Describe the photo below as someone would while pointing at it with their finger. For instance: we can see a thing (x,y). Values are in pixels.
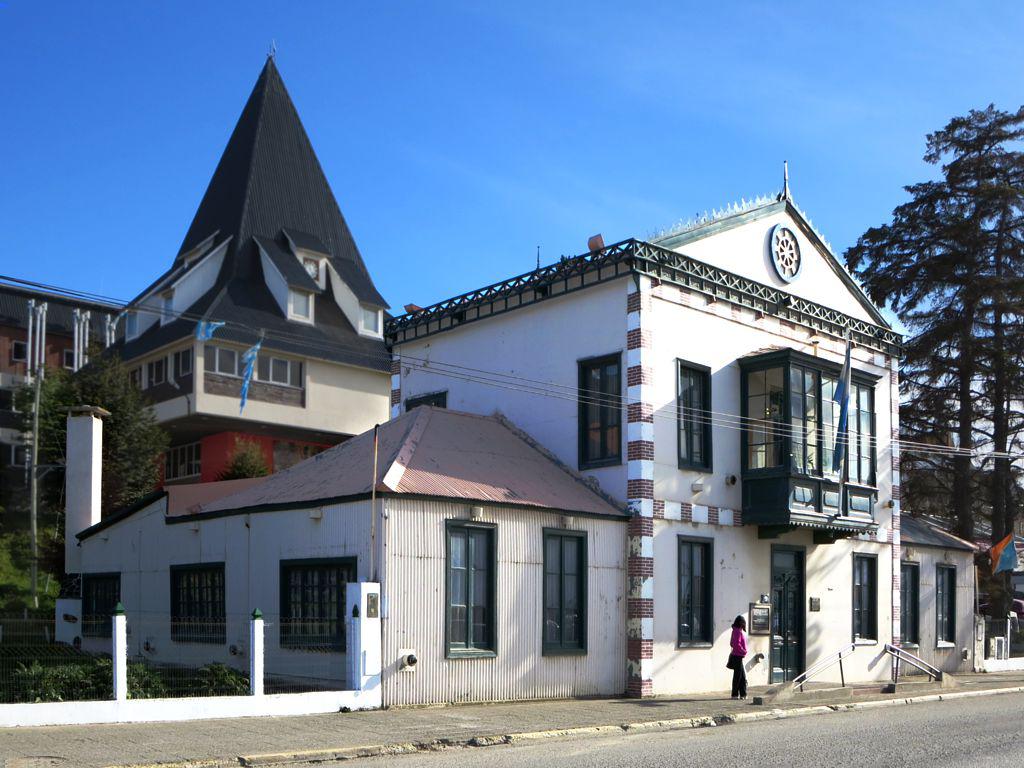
This picture is clicked outside. In the center (395,481) there is a person (741,657) standing on a sidewalk (461,730) and we can see the houses (693,378), windows (691,381) and doors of the houses (436,307). On the left (153,679) we can see the plants (55,668), trees (98,397). In the background (421,200) there is a sky (432,193).
